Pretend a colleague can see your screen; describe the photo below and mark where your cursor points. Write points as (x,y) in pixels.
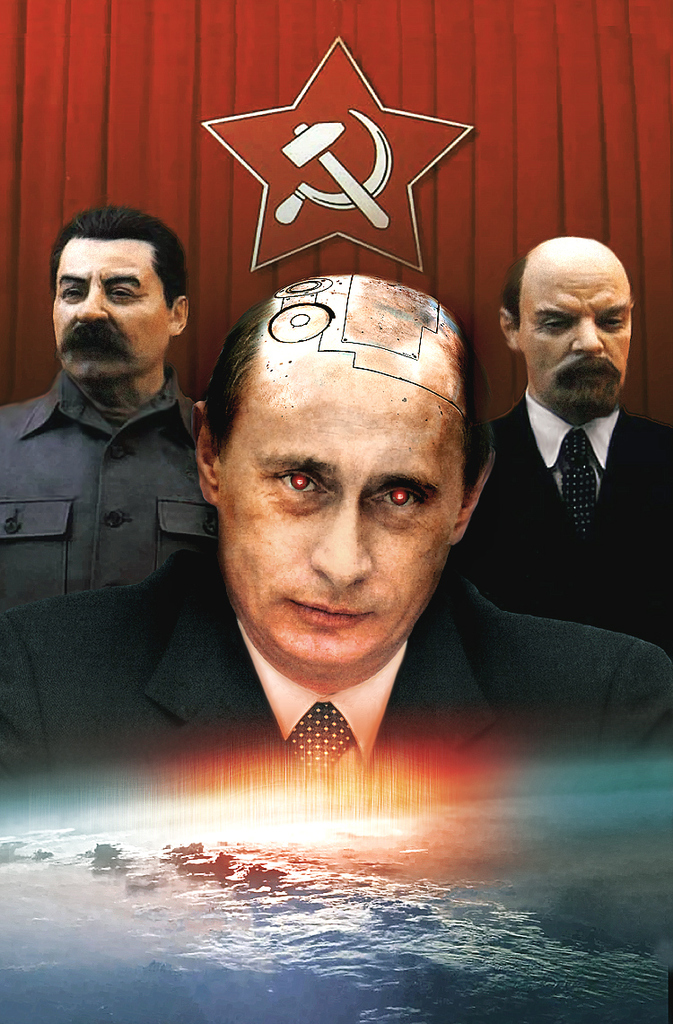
In this image we can see an edited picture of three person (120,301) and a red color background (150,169) with a logo (353,178) and water (306,919) at the bottom of the picture (332,926).
